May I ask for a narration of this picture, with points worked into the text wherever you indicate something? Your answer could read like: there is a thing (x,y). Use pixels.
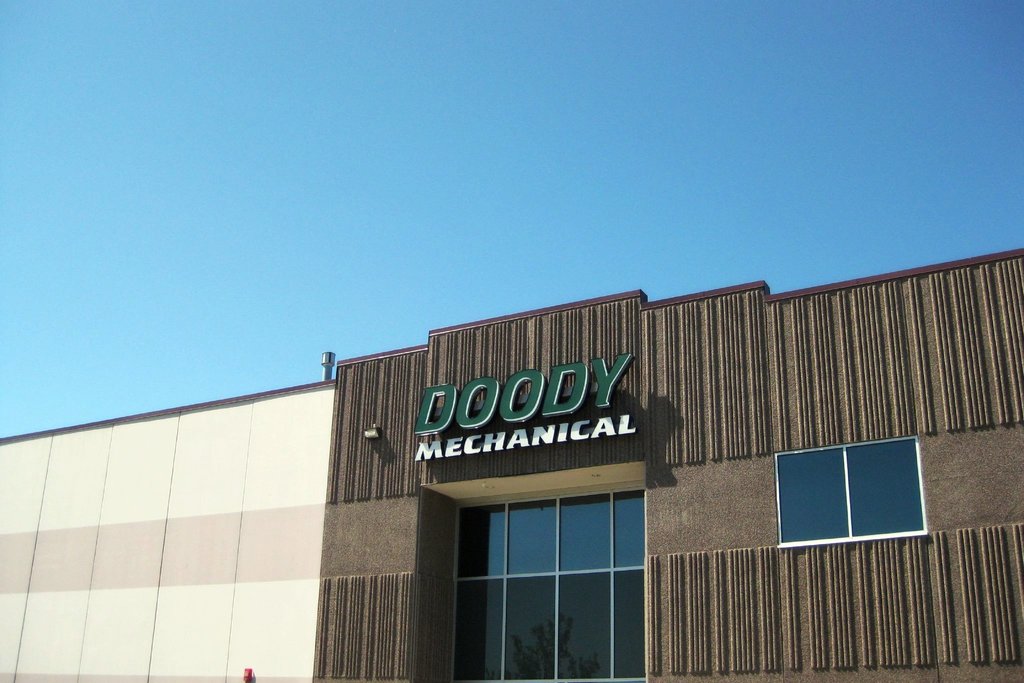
In this image we can see a building (627,570) which is cream and brown in color and some text (557,423) was written on the wall (672,488). On the top of the image (518,209) we can see the sky (471,287).
